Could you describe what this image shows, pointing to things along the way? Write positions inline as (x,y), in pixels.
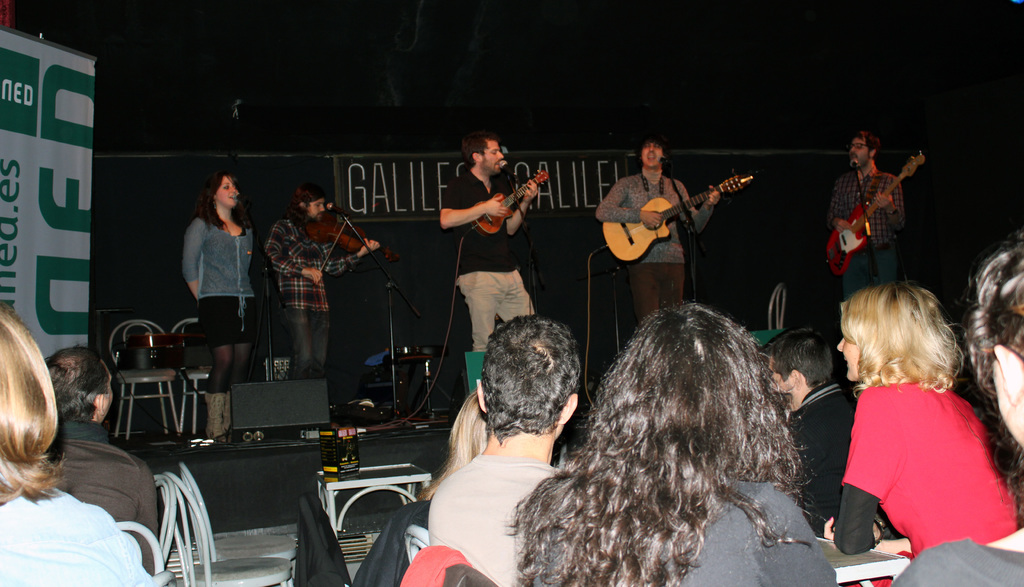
In this picture there are group of people (606,208) who are playing musical instruments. There are group of people (637,500) who are sitting on the chair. There is a mic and a poster (77,231).
